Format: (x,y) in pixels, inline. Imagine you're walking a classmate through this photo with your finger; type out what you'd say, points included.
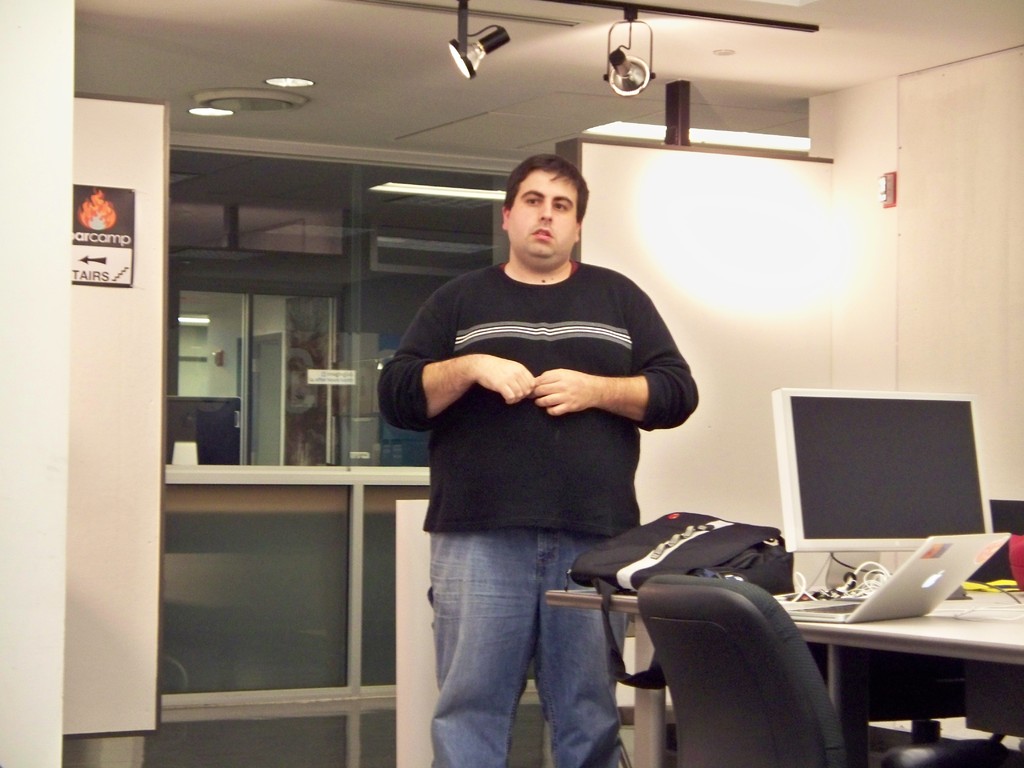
In this image the man (543,418) is standing. On the table (948,620) there is a laptop (897,611), system (836,461) and a bag (720,559). There is a chair (670,581). At the back side (295,409) there is a glass door (260,377).
